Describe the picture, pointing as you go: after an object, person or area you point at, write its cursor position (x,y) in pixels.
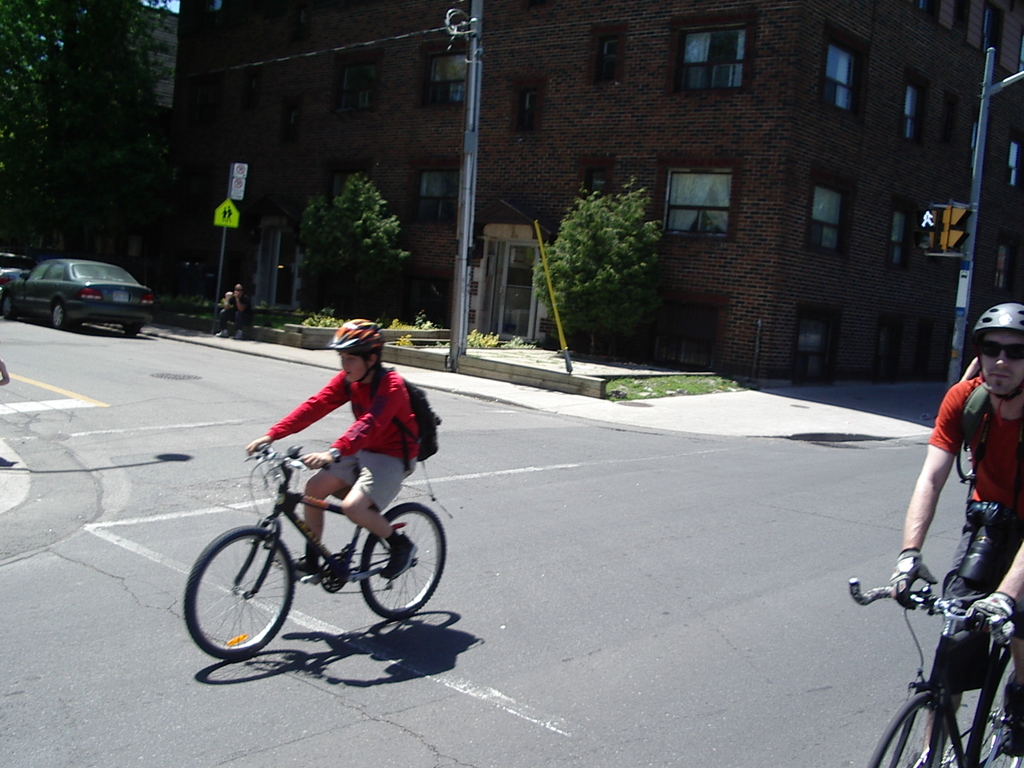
In this image I can see two people (1018,735) riding a bicycle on the road (163,606) and on the left (116,314) there are cars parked on the road (79,353) and on the right side (918,249) there is a signal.
